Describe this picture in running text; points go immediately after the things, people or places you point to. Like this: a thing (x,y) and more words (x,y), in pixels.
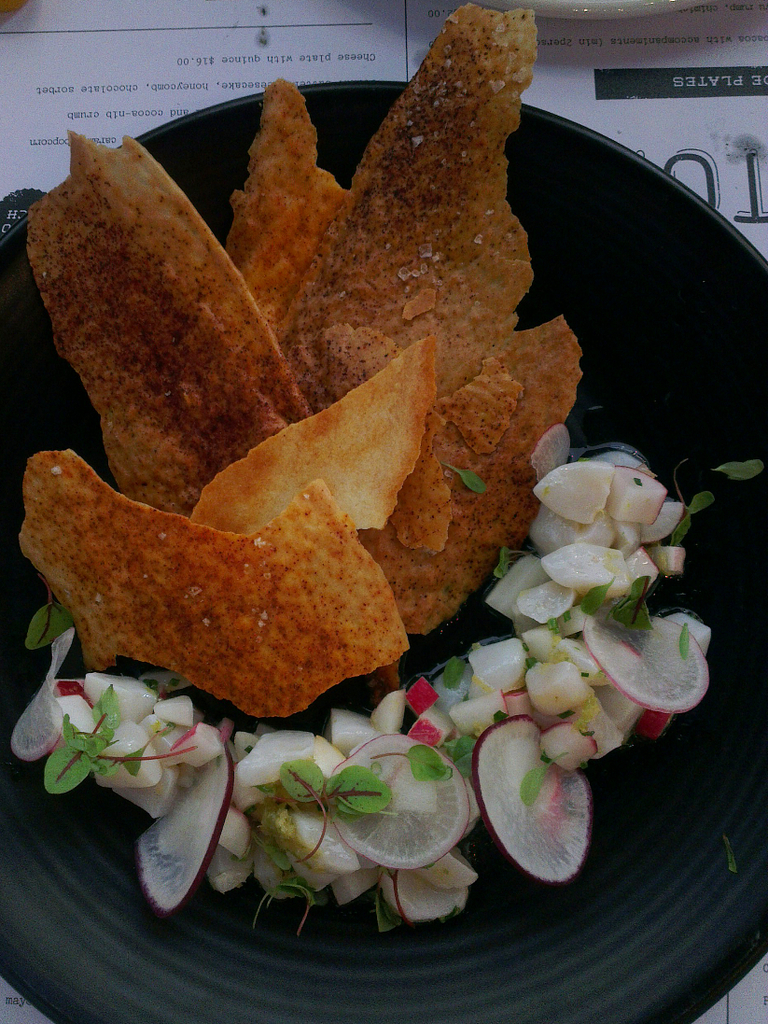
In this picture I can see a black color bowl (557,172) in front (669,456) and in the bowl (5,577), I can see food (165,507) which is of brown, white and green color. In the background (83,15) I can see the paper (46,121) on which there is something written.
